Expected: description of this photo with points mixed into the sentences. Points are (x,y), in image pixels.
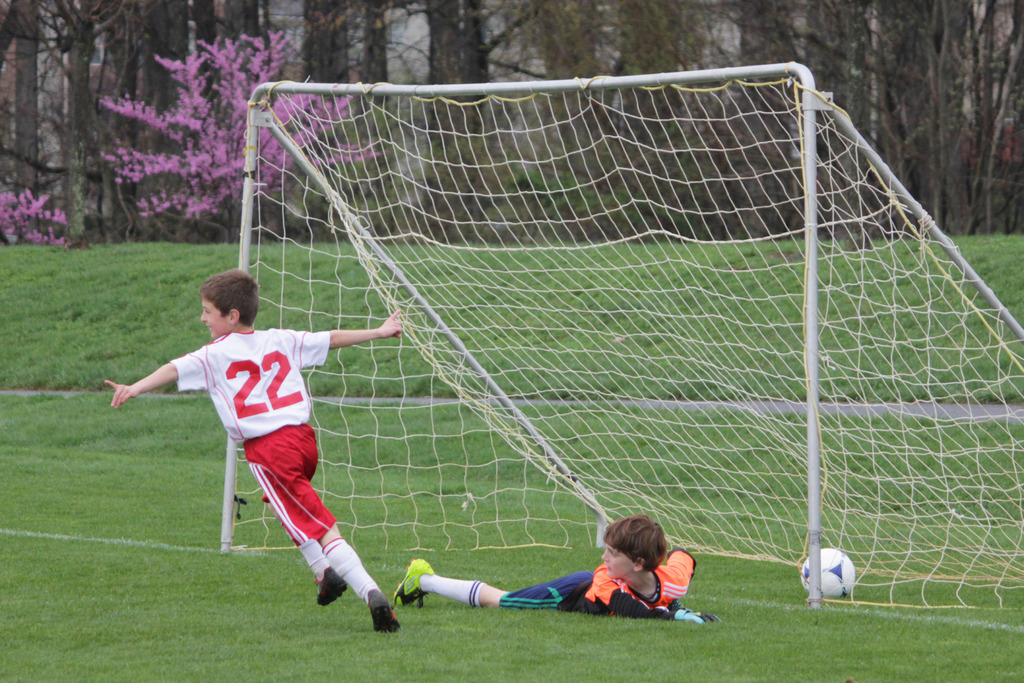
In this image there are two players (566,611) playing football. In front of them there is a football (845,566) into goal post (731,390). At the bottom of the image (86,467) there is grass (106,368) on the surface (144,298). In the background of the image (169,57) there are trees (239,69).
